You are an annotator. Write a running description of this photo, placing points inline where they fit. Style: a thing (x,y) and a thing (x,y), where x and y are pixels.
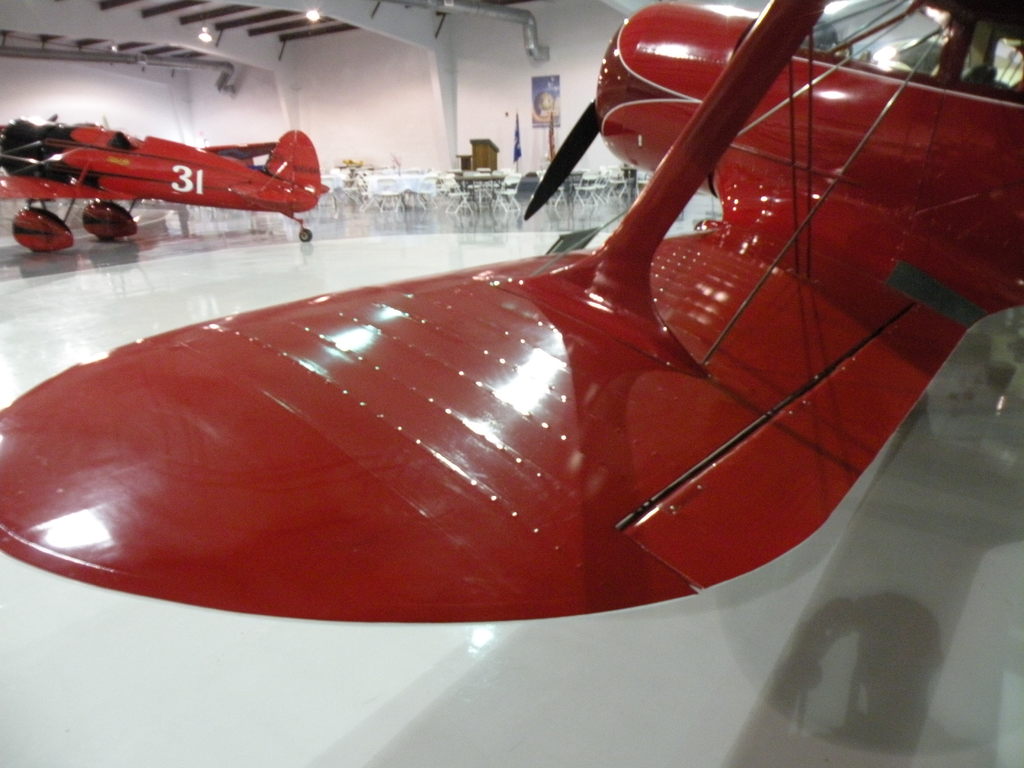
In this image, we can see aircrafts (274,156) and in the background (396,168), there are chairs (533,190), table (498,179), flags (550,157) and some stands (471,167) and there is a poster (546,94) on the wall (253,80). At the top (280,54), there are lights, rods (527,24) and there is roof (289,21). At the bottom (671,655), there is floor (429,229).
